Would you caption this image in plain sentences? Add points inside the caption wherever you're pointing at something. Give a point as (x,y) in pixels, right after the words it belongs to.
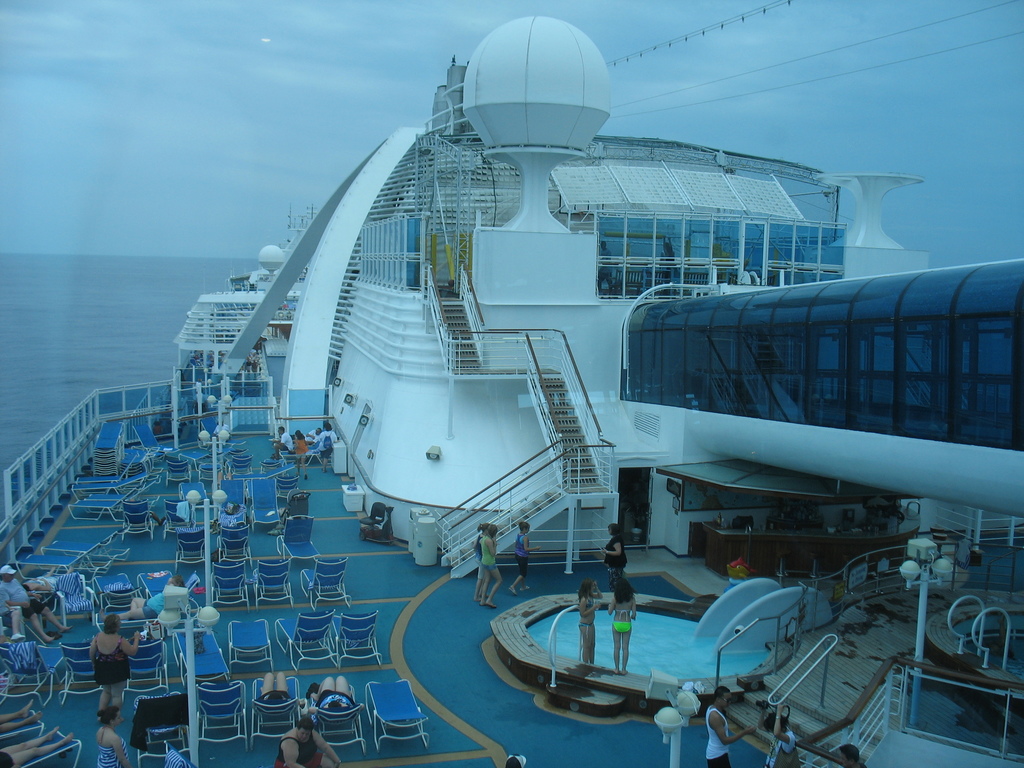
This image is taken outdoors. At the top of the image (177,104) there is a sky (228,104) with clouds (916,157). In the background (83,354) there is a sea (71,395). At the bottom of the image (510,619) there is a ship (466,295) on the sea (128,371). There are a few people (29,611) in the ship (166,684). A few are sitting on the resting chairs (256,687) and a few are standing on the ship (638,462).
